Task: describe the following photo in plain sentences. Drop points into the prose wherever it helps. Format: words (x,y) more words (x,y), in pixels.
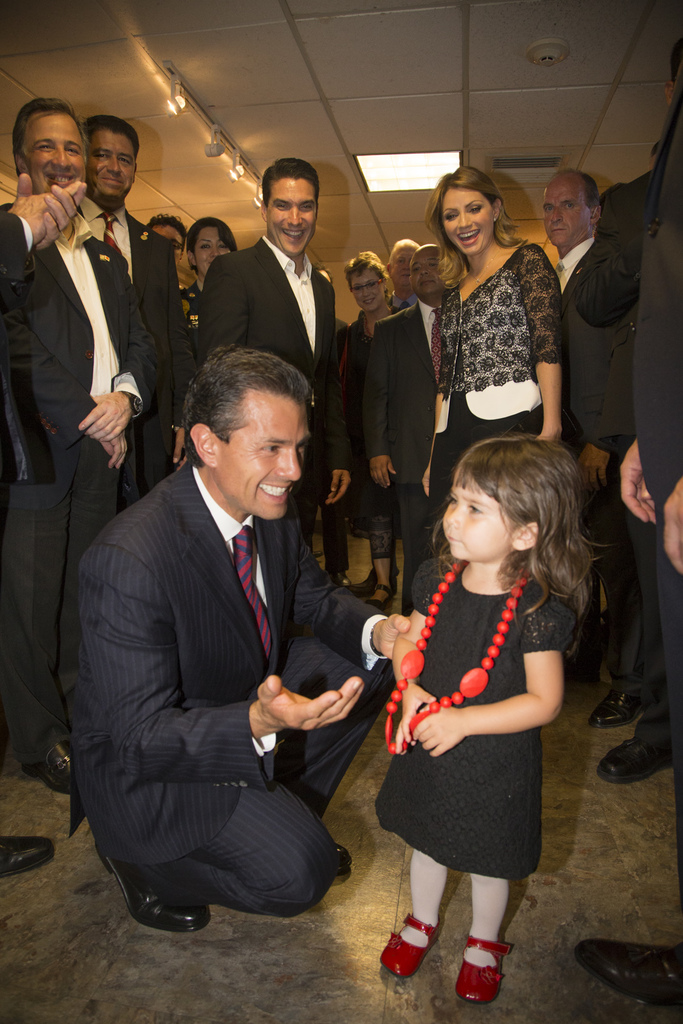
In this picture there is a man (148,886) and a small girl (398,652) in the center of the image (438,569) and there are other people (454,353) in the background area of the image (379,343).
